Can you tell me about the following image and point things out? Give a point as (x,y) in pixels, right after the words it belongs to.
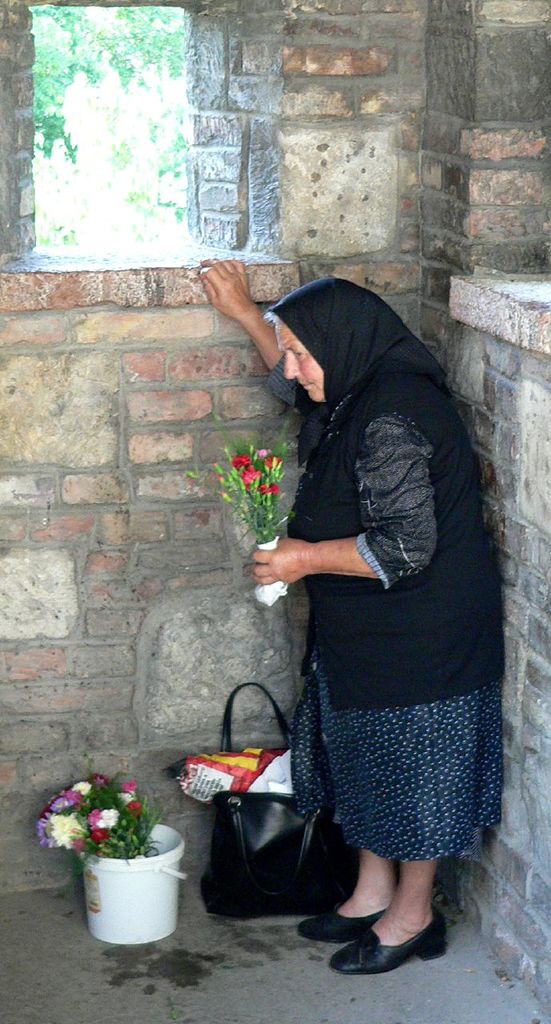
In these image there is one woman (356,636) standing and she is holding a flower bouquet (259,549), on the other hand (221,291) she is holding a wall (217,320). On the left side of the bottom of the image (123,895) there is one bucket (126,886) and some flower bouquets (101,809) in it. Beside that woman (399,663) one handbag (249,805) is there and on the right side (480,413) there is one wall (503,135) on the top of the image (107,209) there is one window (159,121).
